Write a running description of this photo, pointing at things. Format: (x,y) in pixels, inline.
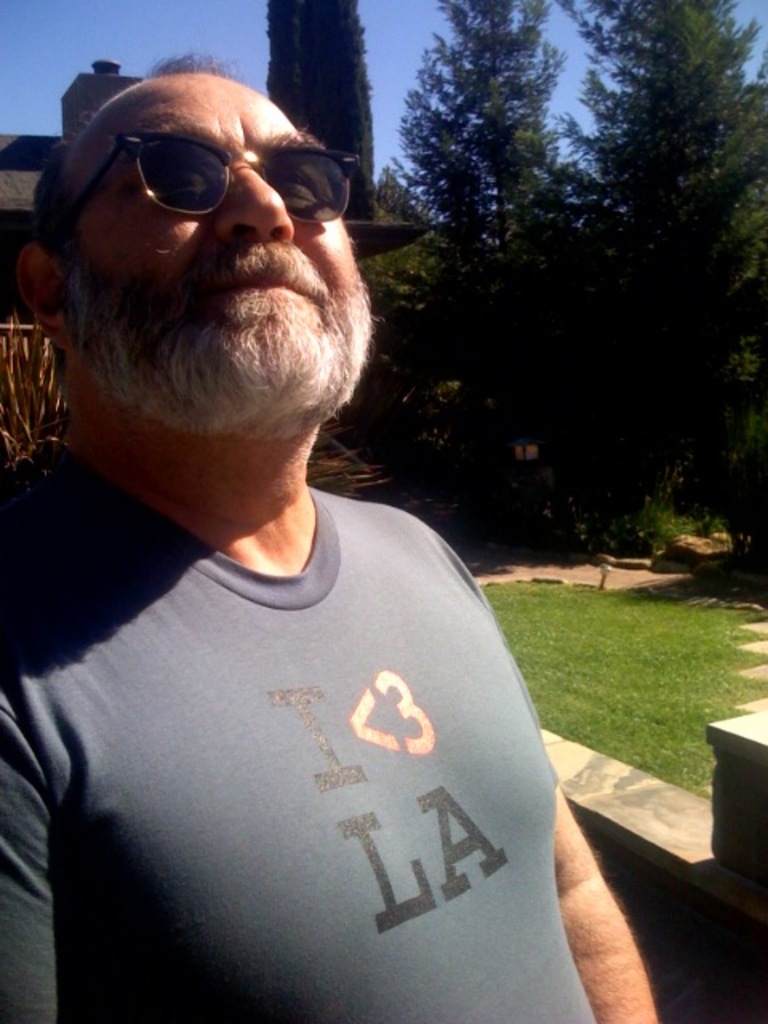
In this image in front (491,917) there is a person (252,501) wearing goggles (195,207). At the bottom of the image (619,698) there is grass (629,627) on the surface (641,645). In the background (618,307) there are trees (499,153) and sky (101,34).
